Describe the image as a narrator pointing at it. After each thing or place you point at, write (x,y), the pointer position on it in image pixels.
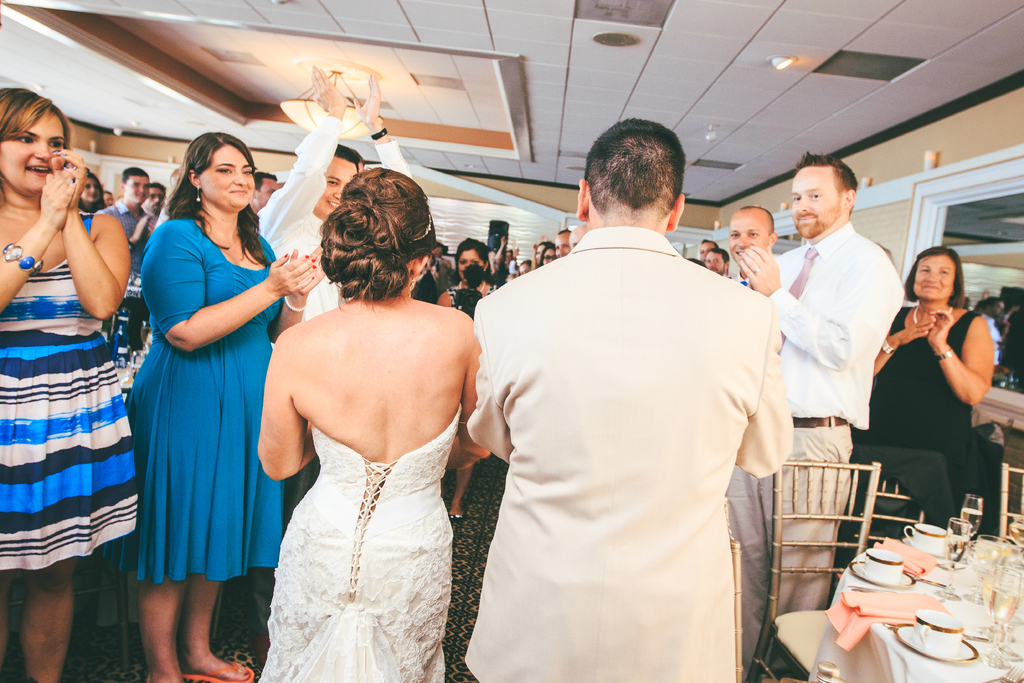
In this image in center (373,384) there are two persons (462,358) who are standing, on the right side (865,337) and left side (69,422) there are few people (169,269) who are standing and clapping. On the bottom of the right corner (940,633) there is one table (967,581) and some chairs (919,520), on the table (966,633) there are some cups (925,633), saucers (913,642) kerchiefs (908,565) and some glasses (948,560). In the background (445,205) there is a wall (114,167) and some boards (781,215), on the right side (962,232) there is a wall (977,256) and mirror (952,223). On the top (678,80) there is ceiling (459,80) and some lights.
